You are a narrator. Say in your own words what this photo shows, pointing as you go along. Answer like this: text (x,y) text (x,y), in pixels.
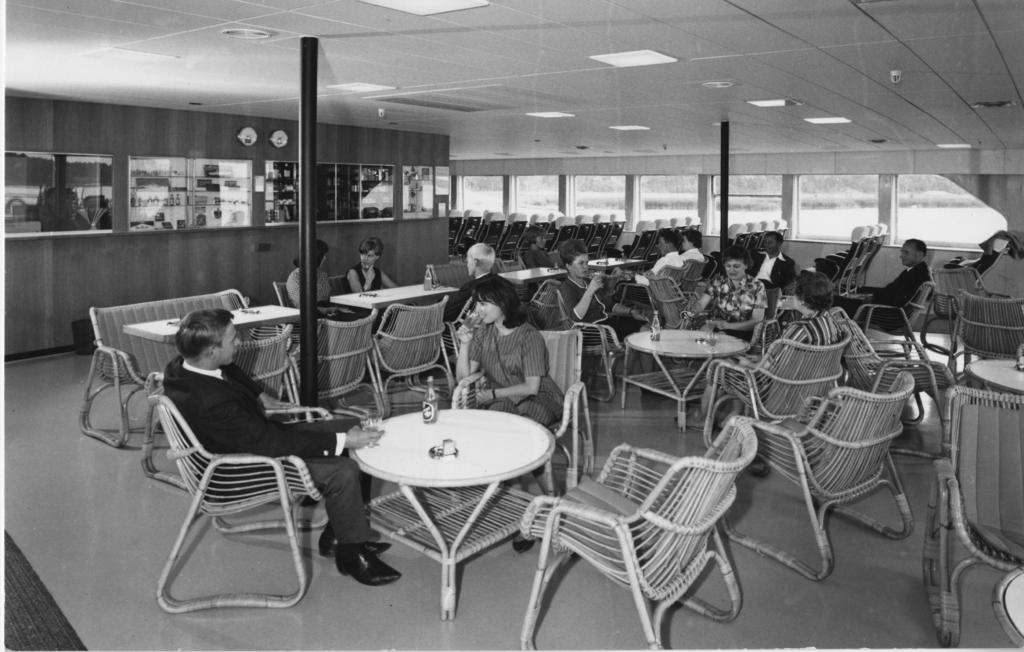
here in this picture we can see many tables (254,321) and chairs (417,363) present in the room (426,225), where we can see persons (209,365) sitting in the chair (606,365) and having drinks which are present on the table (454,419), here we can see some bottles (436,411) on the table (452,439).
